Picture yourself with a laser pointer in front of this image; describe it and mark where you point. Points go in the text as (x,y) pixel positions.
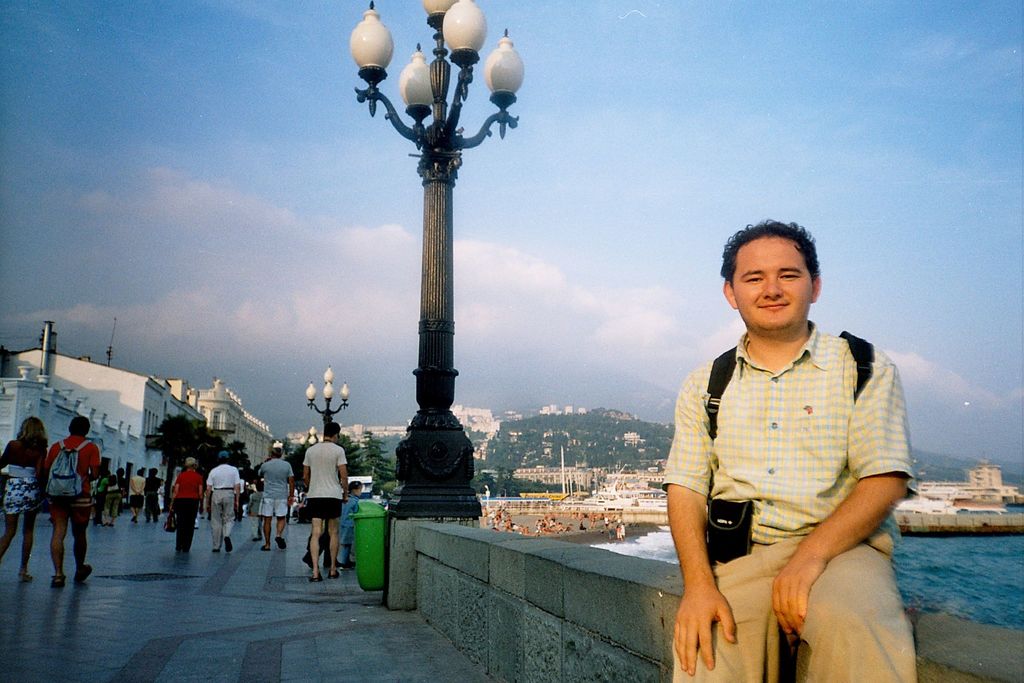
In this picture I can see few people (251,515) walking and a man (682,543) seated on the wall (558,594) and I can see lights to the poles (329,408) and I can see buildings (456,413) and I can see few boats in the water (987,559) and I can see trees (583,435) on the hill (594,441) and a blue cloudy sky (404,203).
